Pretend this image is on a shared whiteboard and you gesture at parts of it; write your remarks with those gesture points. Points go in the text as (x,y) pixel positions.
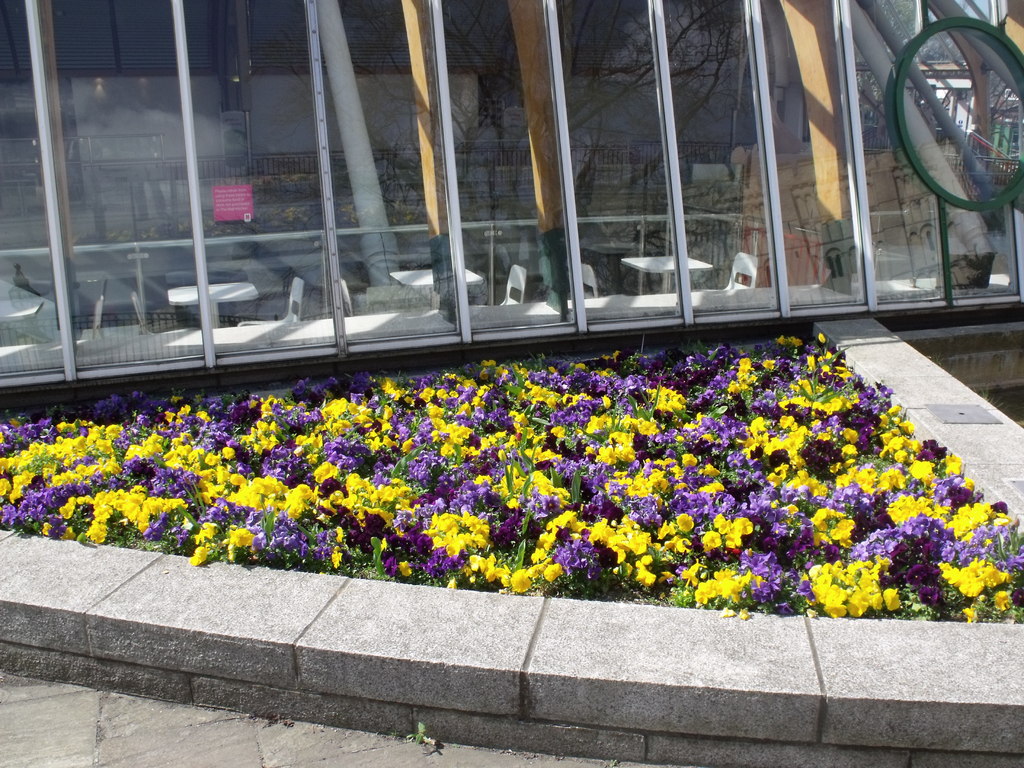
At the bottom of the image (924,525) we can see some plants (958,549) and flowers (489,404). Behind them there is glass wall (55,38). Through the glass wall (413,188) we can see some chairs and tables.
